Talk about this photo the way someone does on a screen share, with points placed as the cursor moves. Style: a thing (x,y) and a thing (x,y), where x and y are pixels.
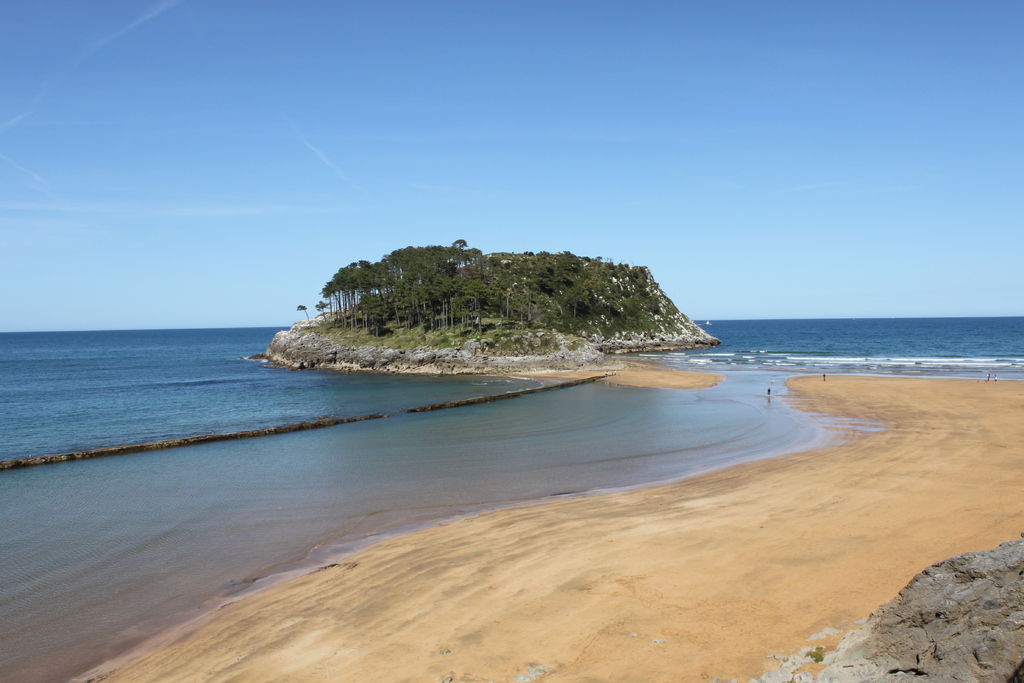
In this image we can see some trees (505,301), mountain (567,262), rock (884,630), also we can see the sky (741,102), and the ocean (235,422).
